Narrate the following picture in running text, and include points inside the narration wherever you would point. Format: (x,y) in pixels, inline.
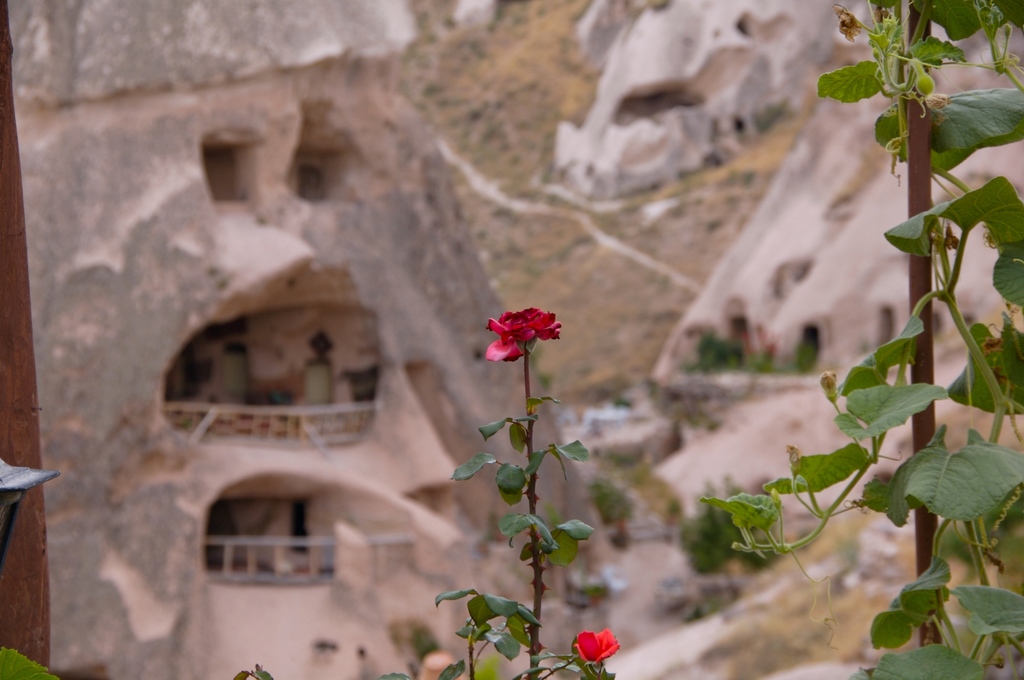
In this image we can see there are plants (529,325) with flowers (536,337). And at the back (358,221) it looks like a building (206,443) and there are rocks (730,286) and trees (723,540).
